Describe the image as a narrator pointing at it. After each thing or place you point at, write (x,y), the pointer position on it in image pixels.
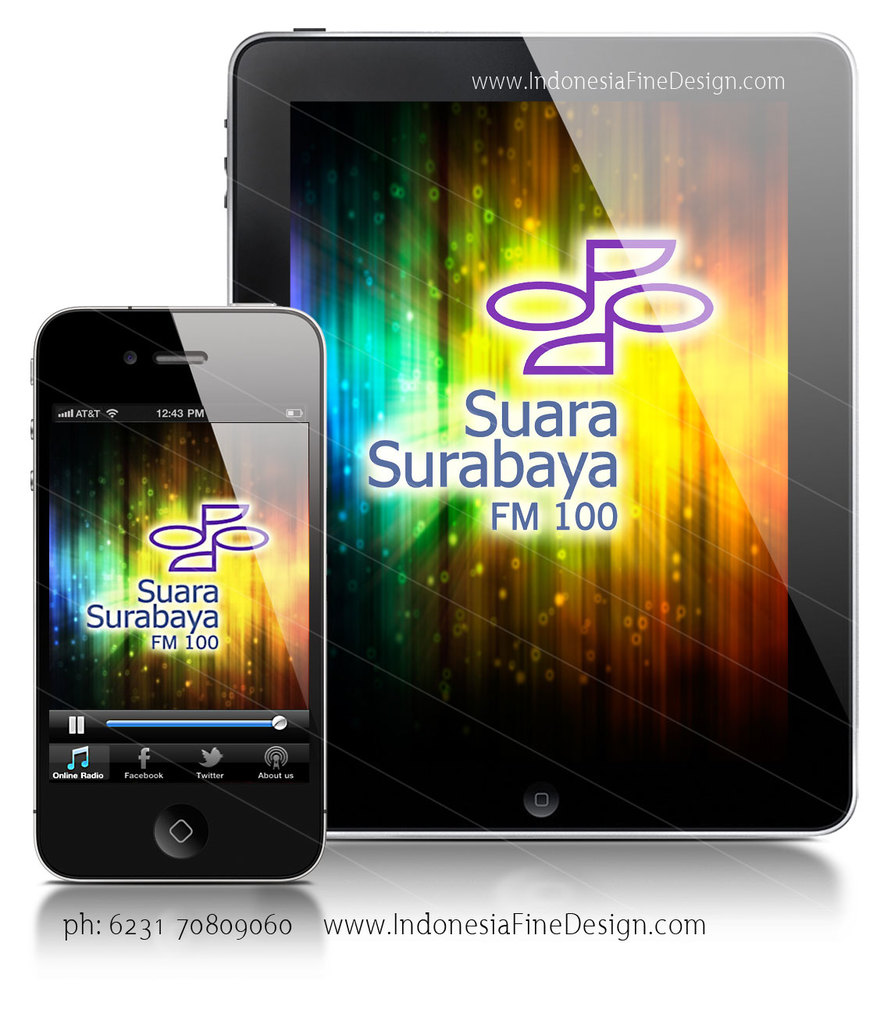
In this image there is a picture (131,603) of a mobile (193,701) on the left side of this image (130,614) and there is a picture (566,294) of a tablet device (545,333) on the right side of this image (618,566). There is some text (265,912) written in the bottom of this image (346,934).
